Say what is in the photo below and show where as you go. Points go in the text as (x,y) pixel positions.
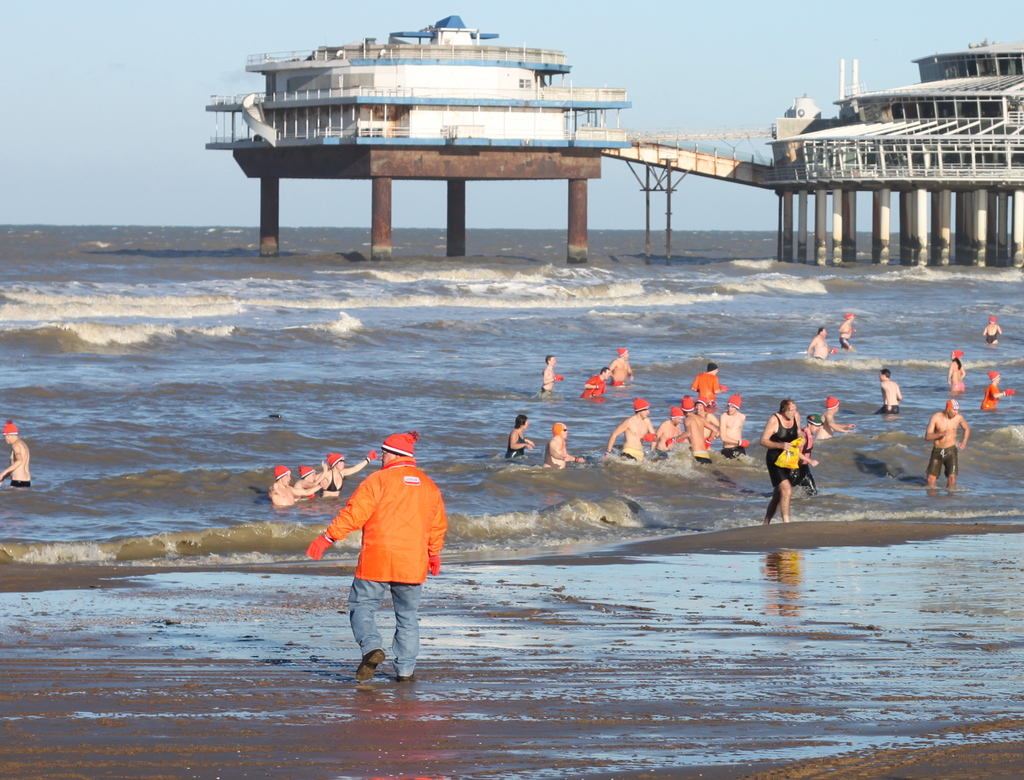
In this image I can see the ground (894,763), a person (430,529) wearing orange and blue colored dress (393,555) is standing on the ground (340,582), the water (338,409) and few persons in the water (671,397). In the background (381,158) I can see few buildings (517,169), a bridge (700,166), the water (317,283) and the sky (69,40).
